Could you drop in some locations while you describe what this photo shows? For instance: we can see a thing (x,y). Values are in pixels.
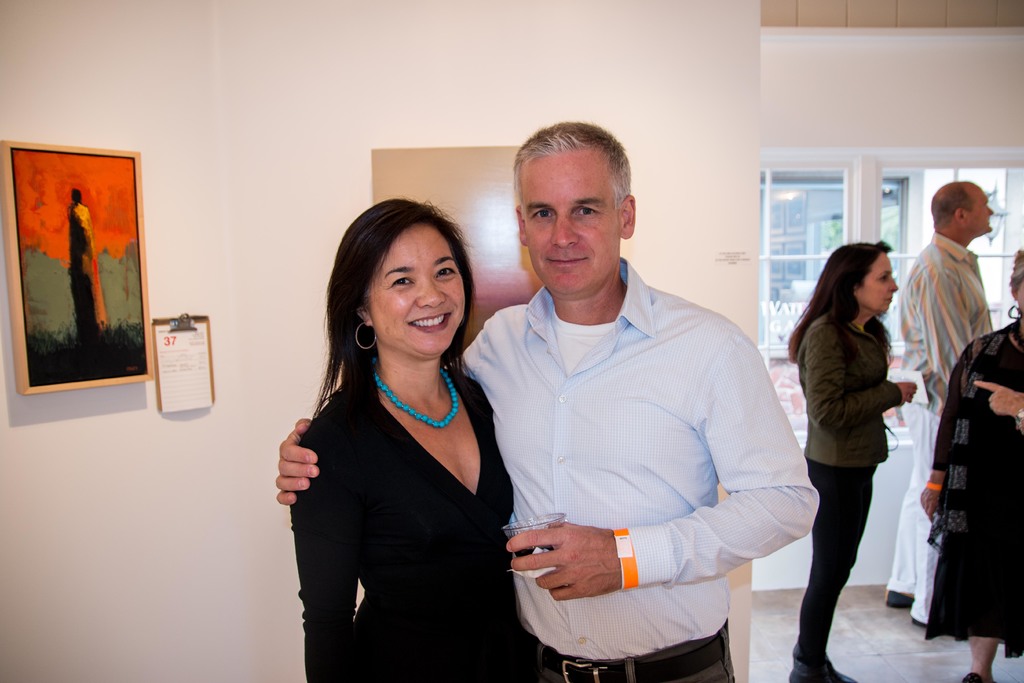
In the image we can see a man (588,467) and a woman (488,508) standing, wearing clothes (486,593) and they are smiling. The man (680,584) is holding a glass (526,550) in his hand (561,543) and the woman (394,512) is wearing neck chain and earrings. Behind them, we can see a frame (116,286) stick to the wall (204,295). There are even other people (917,359) standing, wearing clothes (923,454). Here we can see a floor (887,654) and the glass window (835,232).
